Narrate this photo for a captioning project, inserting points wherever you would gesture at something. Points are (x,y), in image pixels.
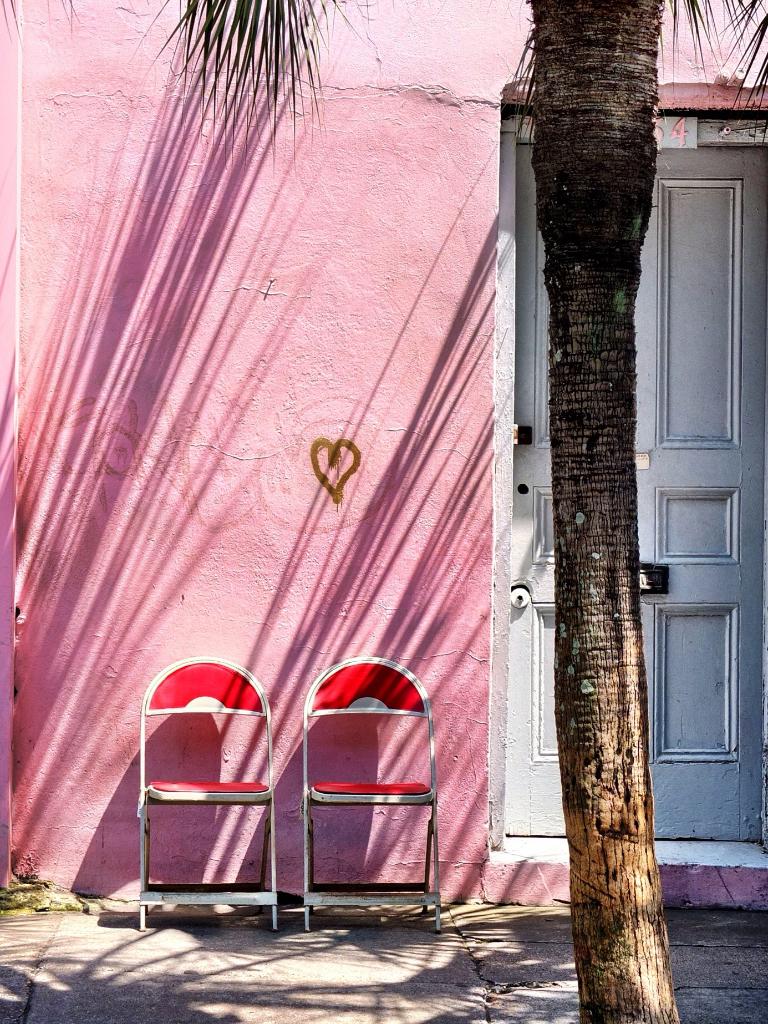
In this picture we can see chairs (276,926) on the ground (334,958), here we can see a tree (614,863), wall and a door (707,396).
